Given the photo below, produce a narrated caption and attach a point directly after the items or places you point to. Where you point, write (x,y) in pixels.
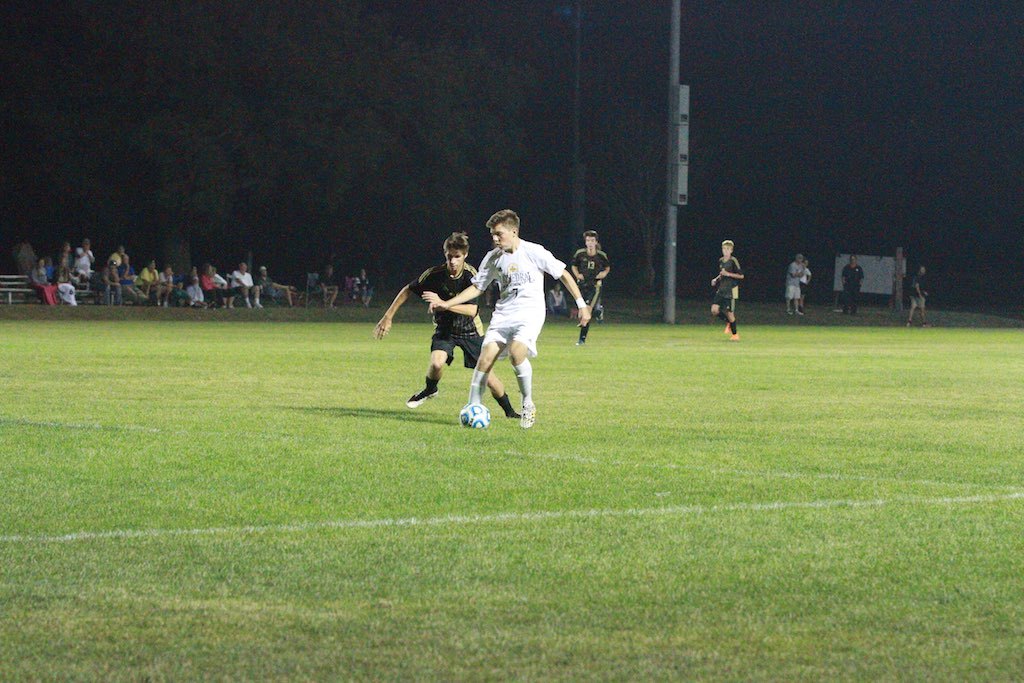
This picture is taken in football ground (502,484), There is grass (502,484) on the ground (526,443) and there are some people (466,306) playing the football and in the background (72,293) there are some people (154,264) sitting on the chairs (86,294) and there are some green color trees (292,107).
